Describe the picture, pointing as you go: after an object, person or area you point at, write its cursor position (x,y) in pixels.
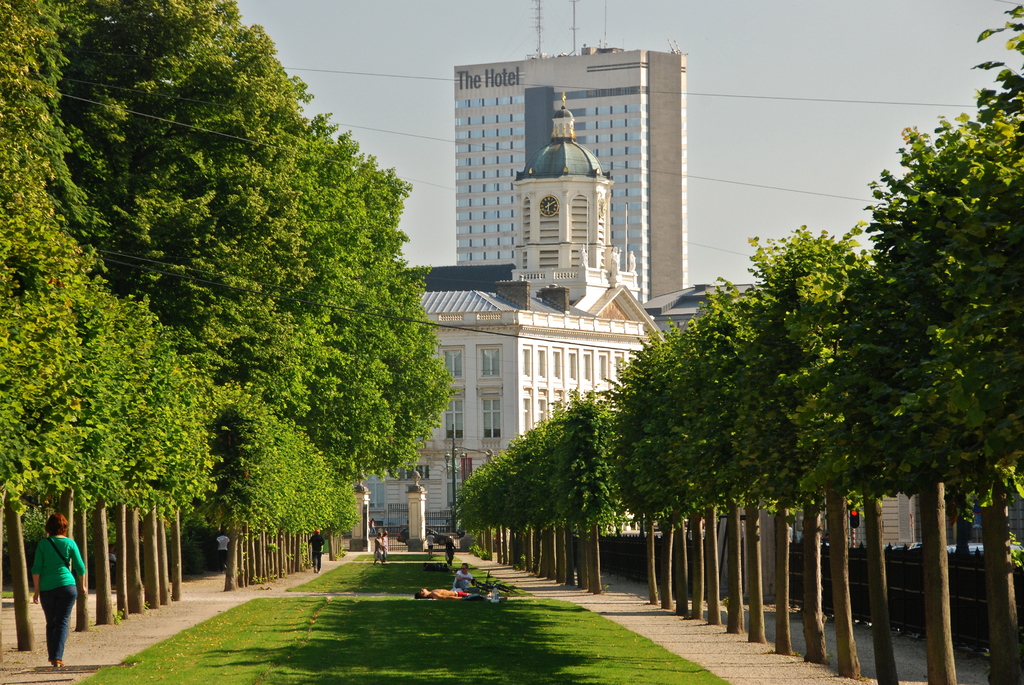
In this picture I can observe some grass (347,657) on the ground (392,576) in the middle of the picture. On either sides of the picture I can observe some trees (952,402). In the background (508,330) there are buildings (499,168) and sky (753,117).
